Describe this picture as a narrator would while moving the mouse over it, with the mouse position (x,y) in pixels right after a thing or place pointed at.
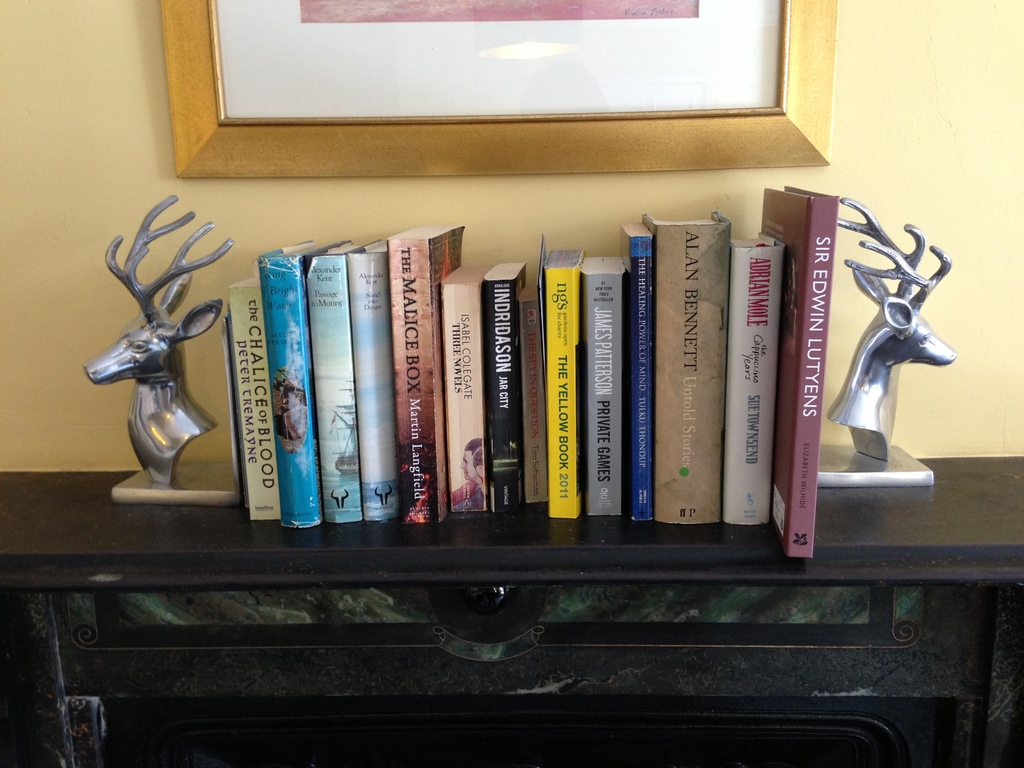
In this image there is a table (390,651) towards the bottom of the image (516,646), there are books (526,378) on the table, there are objects (833,421) on the table (614,669), there is a photo frame (451,93) towards the top of the image (527,89), at the background of the image (954,146) there is a wall (522,201).
